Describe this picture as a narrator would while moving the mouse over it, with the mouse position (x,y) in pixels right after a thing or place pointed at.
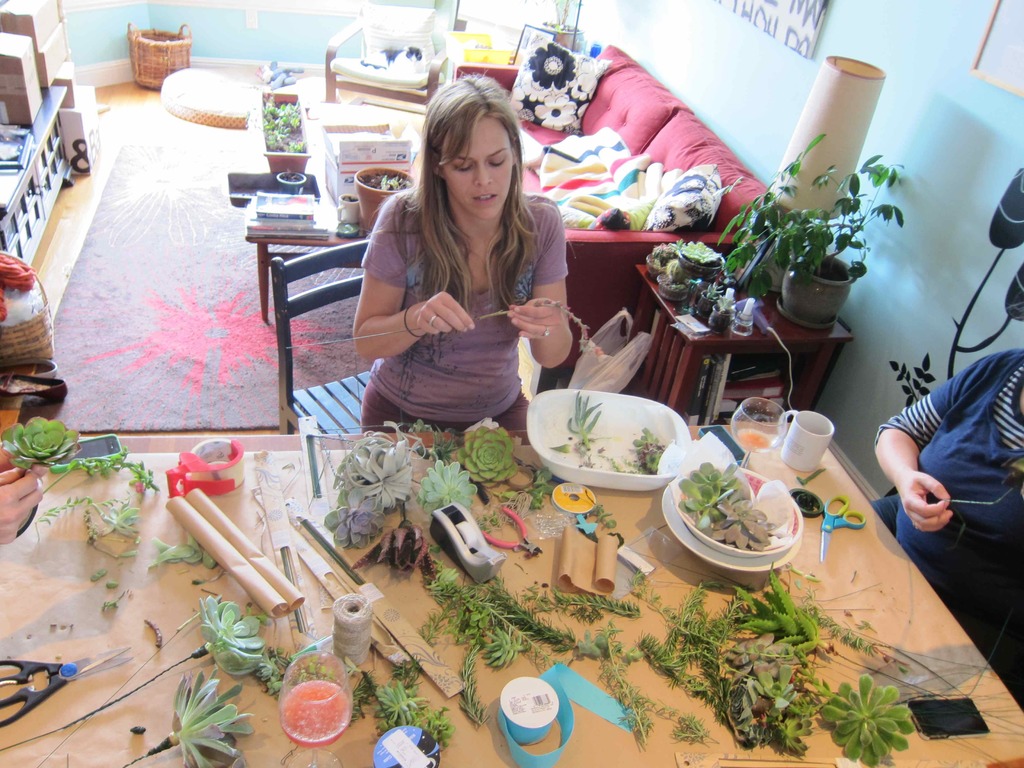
on the table (571,711) there are leaves (671,663), scissors (85,666), tape (475,544), bowl (633,474), glass (750,431). there are two people (549,356), behind them there is sofa (626,132).
